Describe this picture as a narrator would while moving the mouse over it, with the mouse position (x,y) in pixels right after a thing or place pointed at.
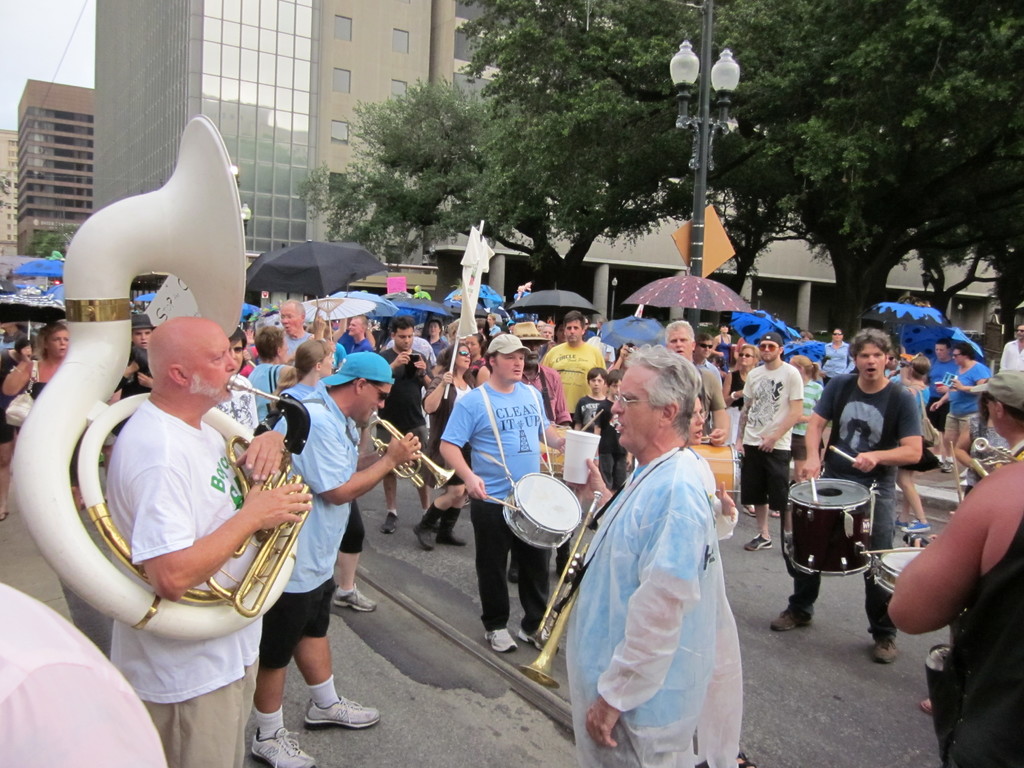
This picture is clicked on a road (838,678). There are many people (354,447) standing. Many of them are playing drums (581,510) and trumpets (574,552). In the background (385,163) there are umbrellas (686,291), table umbrella (321,260), building (63,151), trees (533,95), sky (50,71) and street light (698,125).
